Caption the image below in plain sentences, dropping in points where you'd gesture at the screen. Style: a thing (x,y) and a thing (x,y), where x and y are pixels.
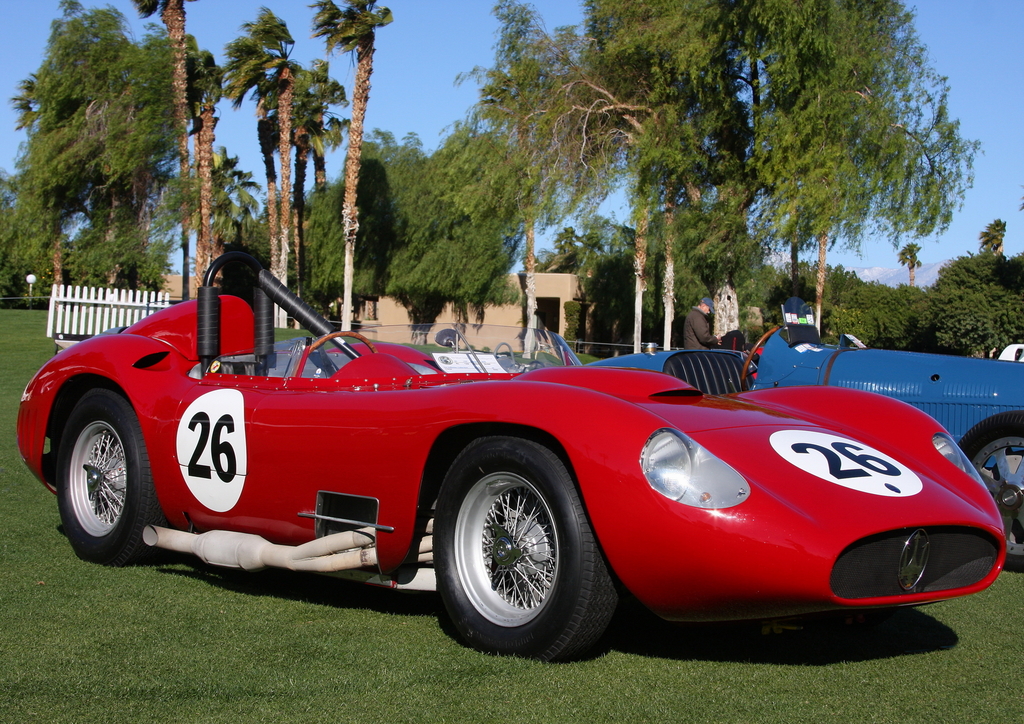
We can see vehicles (515,504) on the grass (700,675). There is a person (703,317) standing. On the background (728,172) we can see trees (416,278), sky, house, fence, light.
